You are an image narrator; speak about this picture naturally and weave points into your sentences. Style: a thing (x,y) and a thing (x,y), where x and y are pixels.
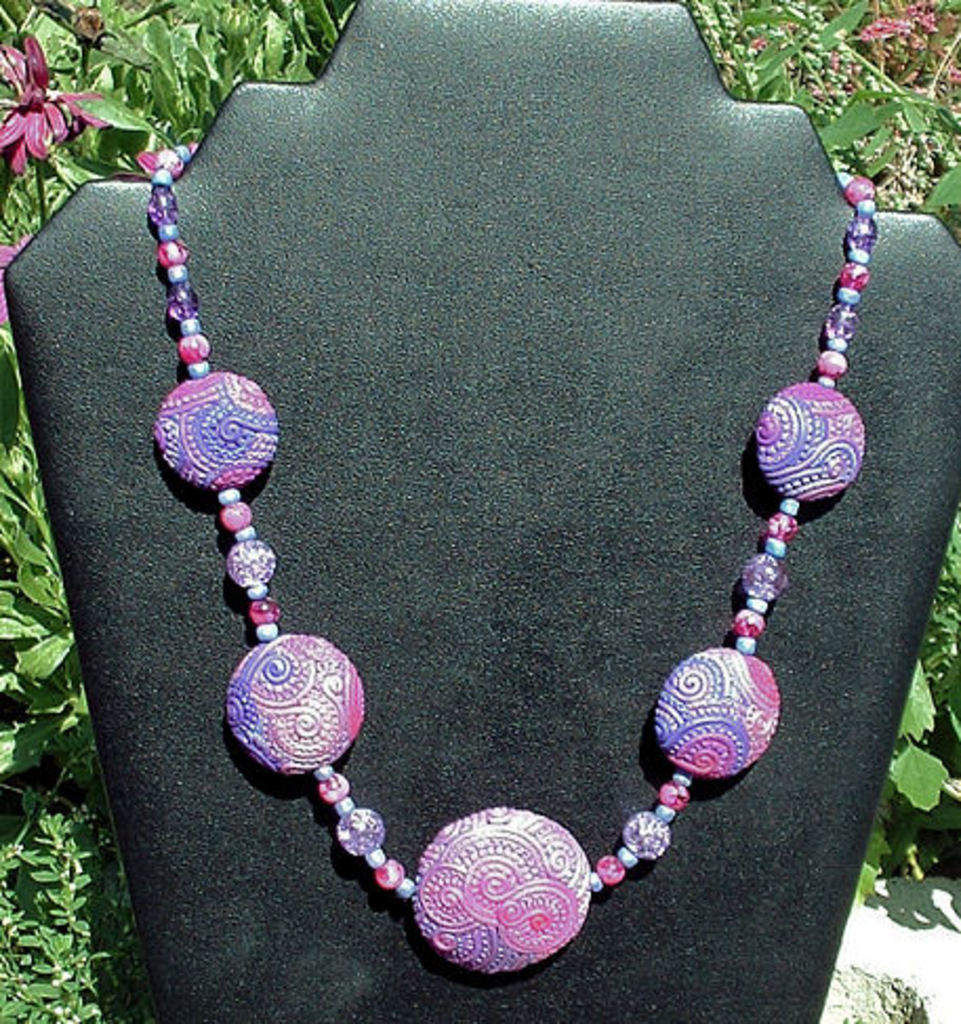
As we can see in the image there is a necklace (801,473) with blue and pink color and it is kept on a black color sheet (502,326). Behind the sheet (405,192) there are flowers (72,111) and leaves (111,87).
